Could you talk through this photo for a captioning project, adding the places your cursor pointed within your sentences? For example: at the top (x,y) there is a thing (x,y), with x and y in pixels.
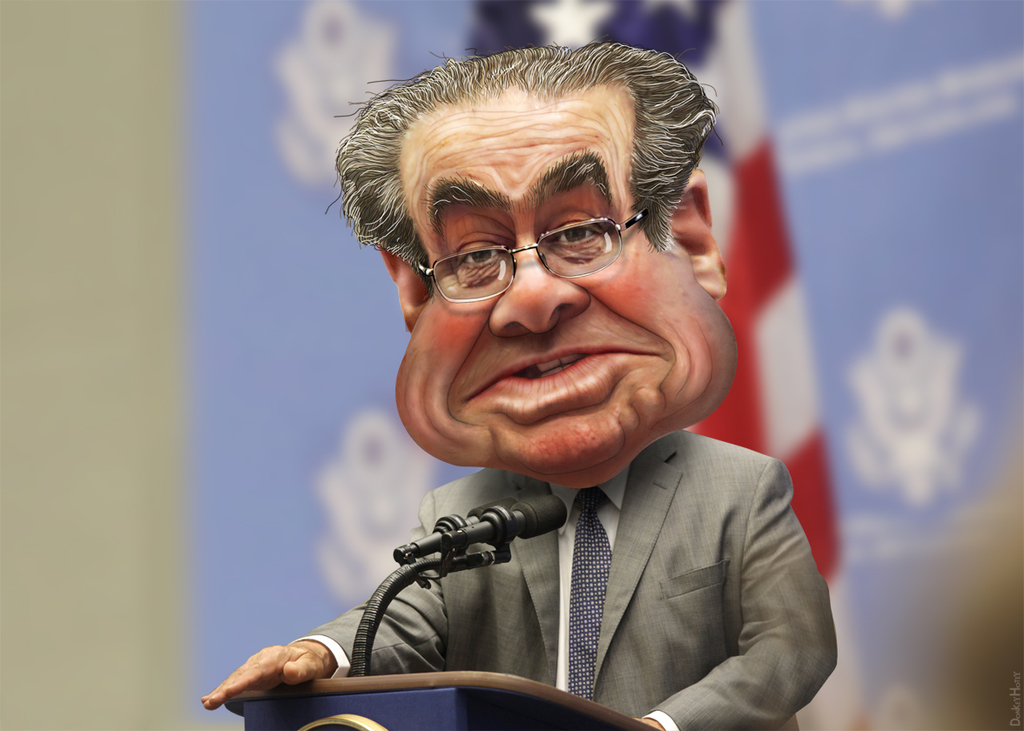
This is an edited picture of a person (662,600) who is standing near a podium (368,721). In the background (902,250), there is a flag (637,19), banner (914,225) and a wall (95,176).
